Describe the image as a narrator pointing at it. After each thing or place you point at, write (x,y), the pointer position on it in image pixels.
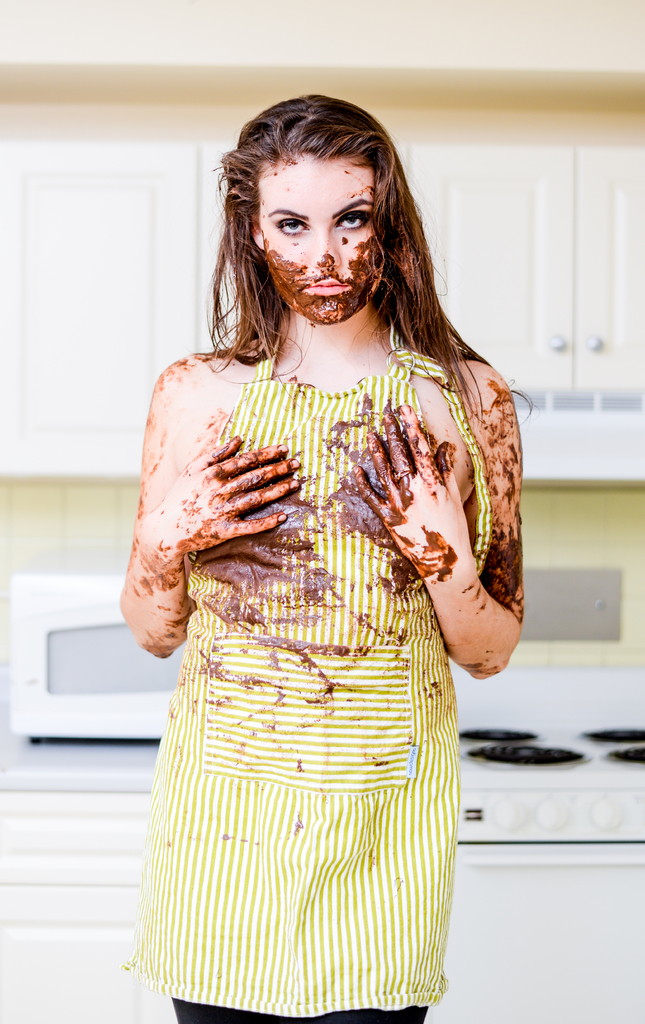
In this image I can see a beautiful woman (362,612) is standing, she wore green and white color top (313,773). There is the chocolate cream (342,517) on her hands (402,473) and face (340,238), behind her there is a oven (92,648). It looks like a kitchen room (23,850).
